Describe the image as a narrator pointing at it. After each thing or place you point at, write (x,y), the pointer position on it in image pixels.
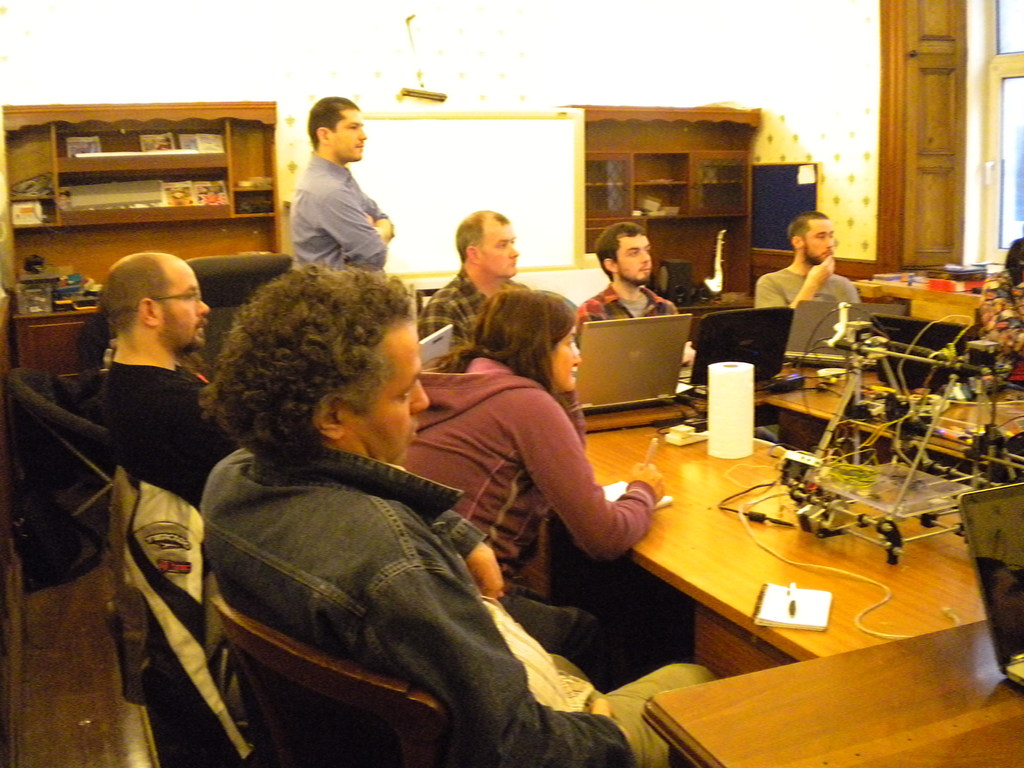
Here we can see some persons (456,643) are sitting on the chairs (42,375). This is table (723,581). On the table (992,656) there are laptops (1009,568), and a book (768,607). Here we can see a man (356,194) who is standing on the floor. This is screen (480,174) and there is a door (954,121).
